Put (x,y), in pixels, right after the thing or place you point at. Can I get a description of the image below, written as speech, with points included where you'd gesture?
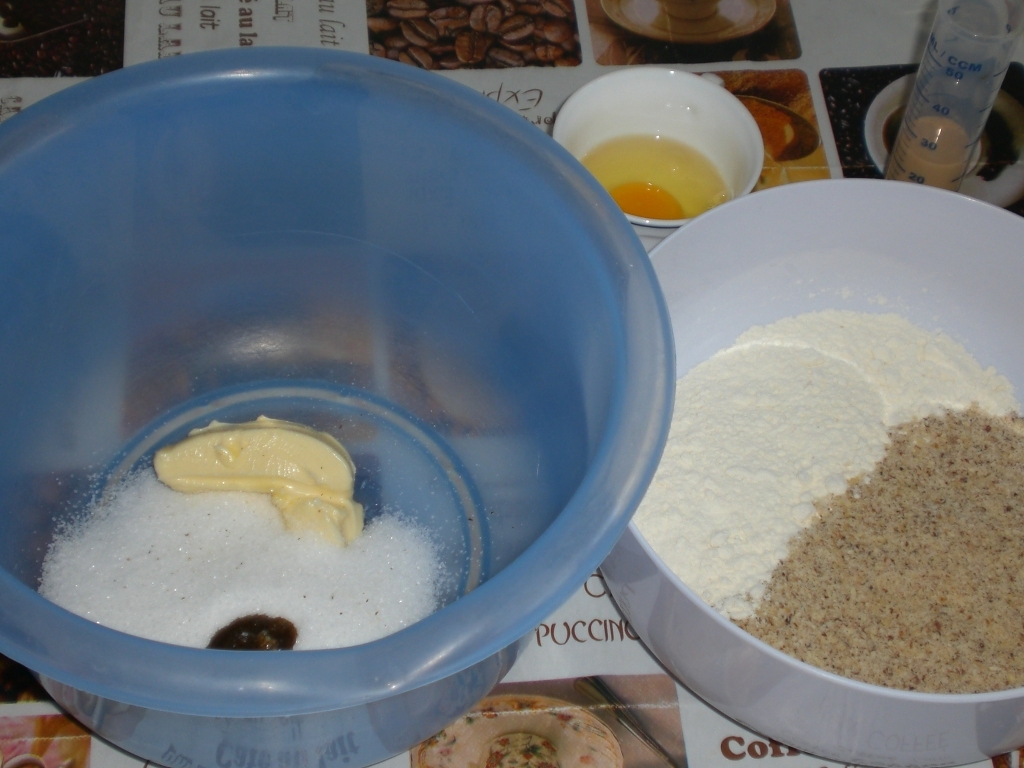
In this image on a table (474,95) there are three bowls (548,263). In the bowls (570,296) there are some food ingredients (733,349). This is a tube (945,80) in it there is some liquid (920,170). On the table (557,67) there is a table mat (579,71).
